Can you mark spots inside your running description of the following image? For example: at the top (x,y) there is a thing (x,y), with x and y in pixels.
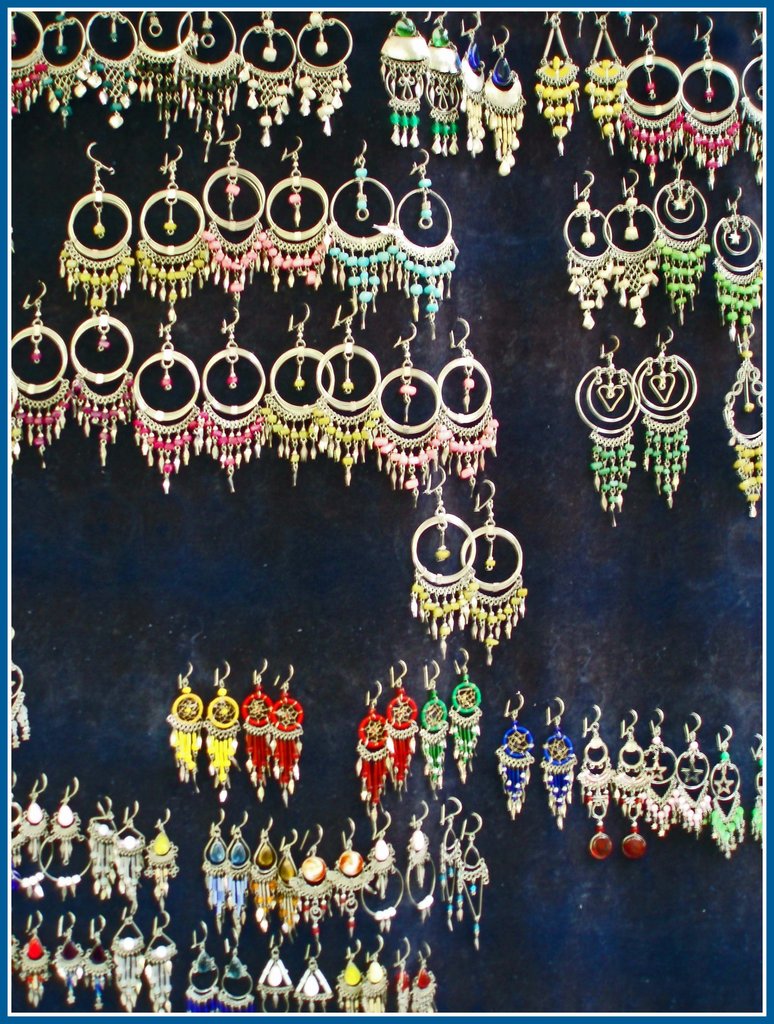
In this picture we can see many colorful earrings (607,95) hanging on the blue board (294,504).
